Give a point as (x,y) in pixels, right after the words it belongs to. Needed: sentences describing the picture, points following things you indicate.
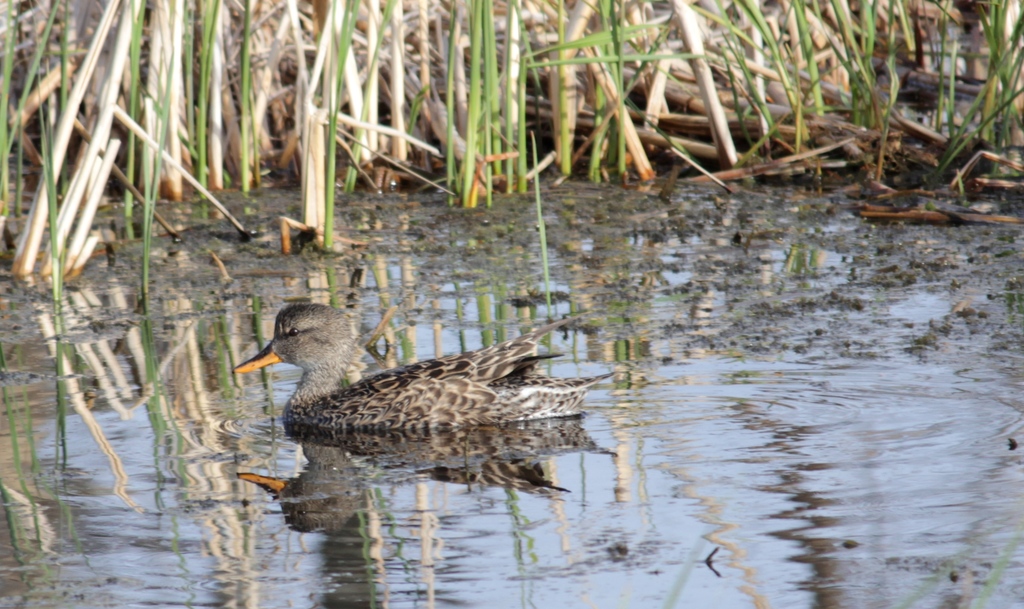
In the center of the image (373,386) we can see a duck (373,386) on the water (483,434). In the background (208,42) there is grass (596,99).
